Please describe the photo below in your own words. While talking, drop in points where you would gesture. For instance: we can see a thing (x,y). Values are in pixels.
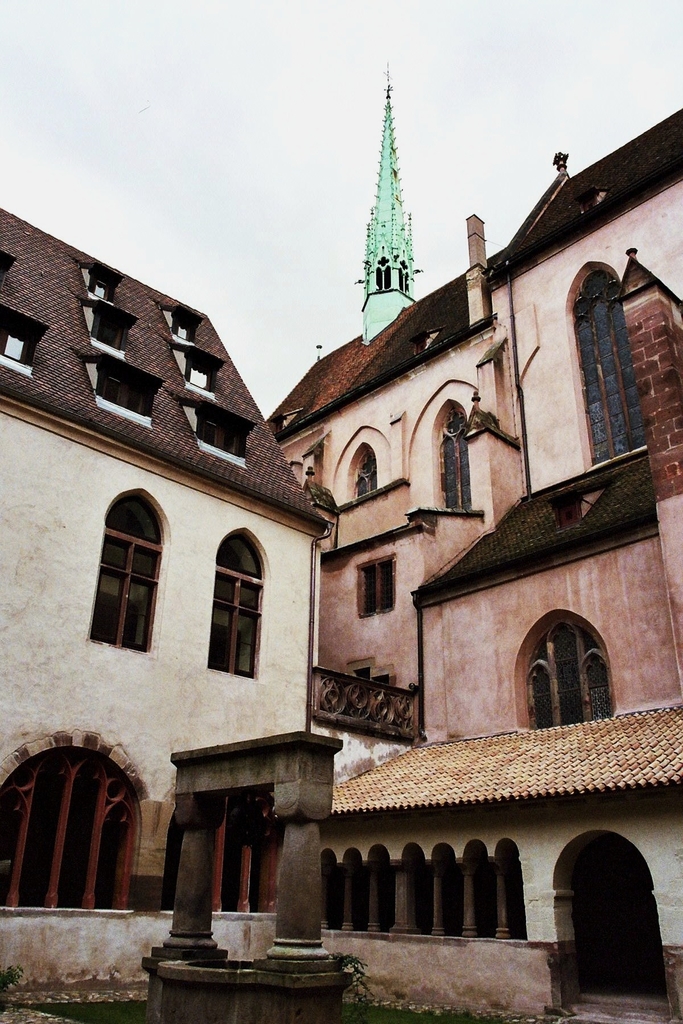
This is the picture of a place where we have two buildings (259,646) to which there are some windows (61,843), arches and some other things (318,693) around.
